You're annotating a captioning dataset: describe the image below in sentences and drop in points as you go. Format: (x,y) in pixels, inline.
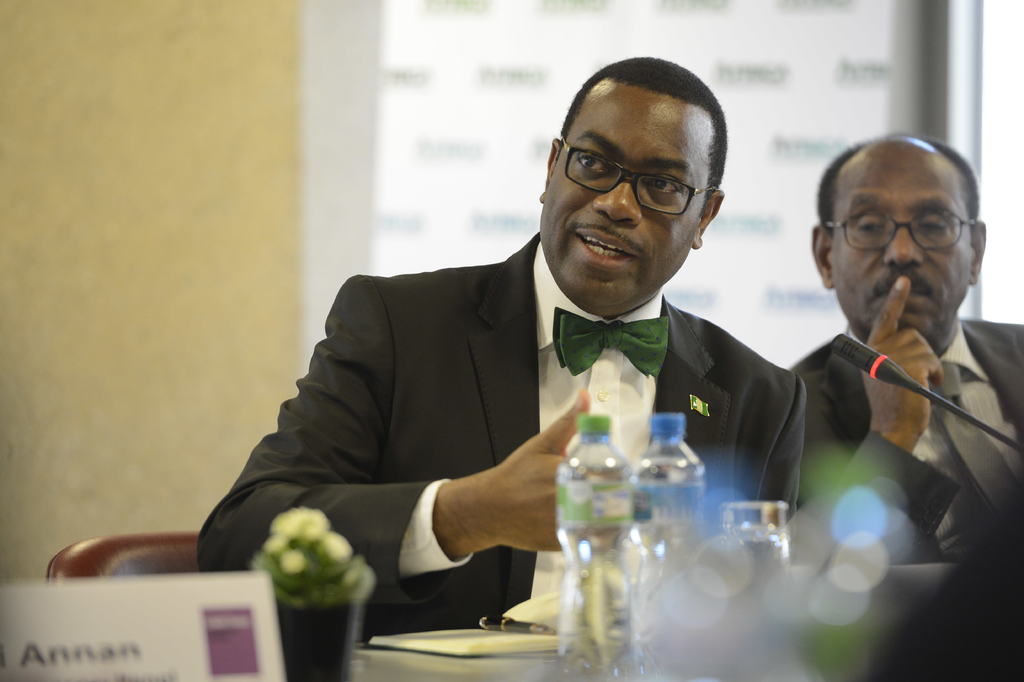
The person (486,373) wearing suit (484,380) is sitting and speaking in front of a mic (865,371) and there is another person (944,341) sitting beside him and there is a table (693,585) in front of them which has water bottles (665,545) and some other objects (747,600) on it.
